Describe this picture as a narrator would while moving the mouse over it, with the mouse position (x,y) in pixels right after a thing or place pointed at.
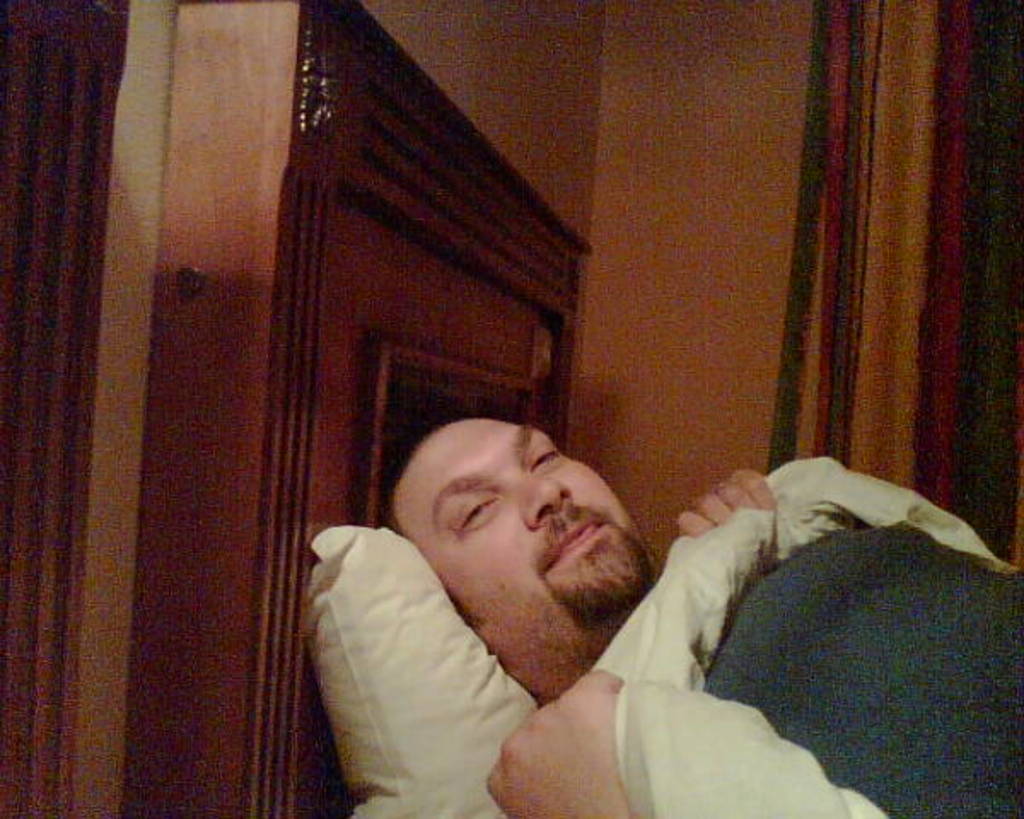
In this image I can see a person (584,603) laying down and holding a cloth (672,655) in hands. There is a pillow (383,606) under his neck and in the top right corner (1003,89) there is a curtain (885,223) and there is a wooden object (220,178) and wall (524,63).
